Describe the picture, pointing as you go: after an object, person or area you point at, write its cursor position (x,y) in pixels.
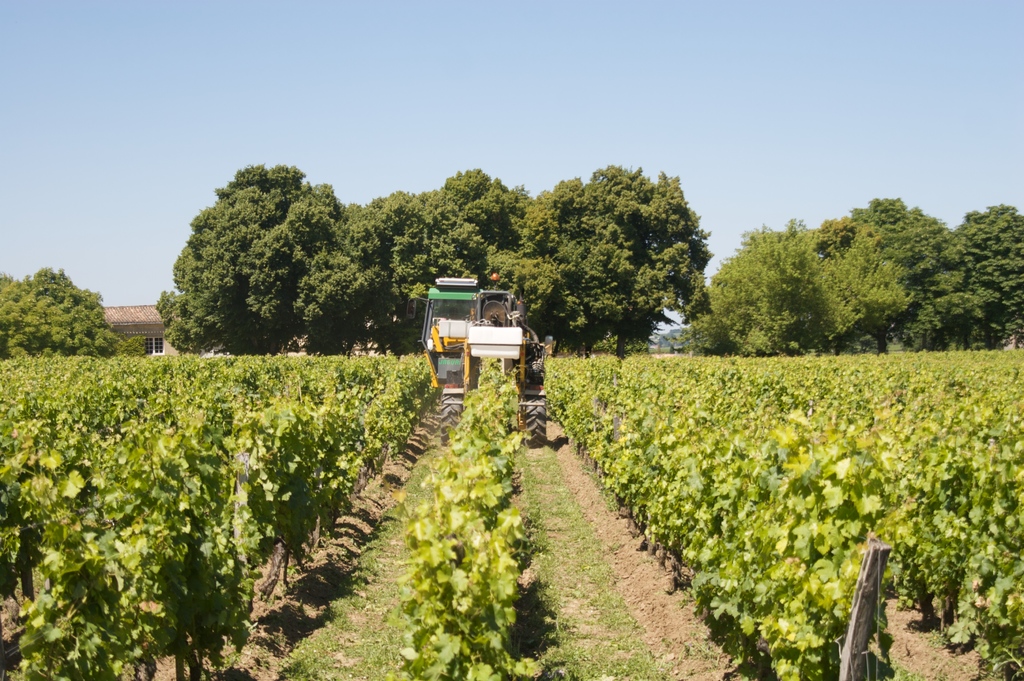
In the image there are many crops (482,403) and in between the crops (333,380) there is a vehicle (432,307), in the background (384,288) there are plenty of trees (221,293) and a house (153,307).
